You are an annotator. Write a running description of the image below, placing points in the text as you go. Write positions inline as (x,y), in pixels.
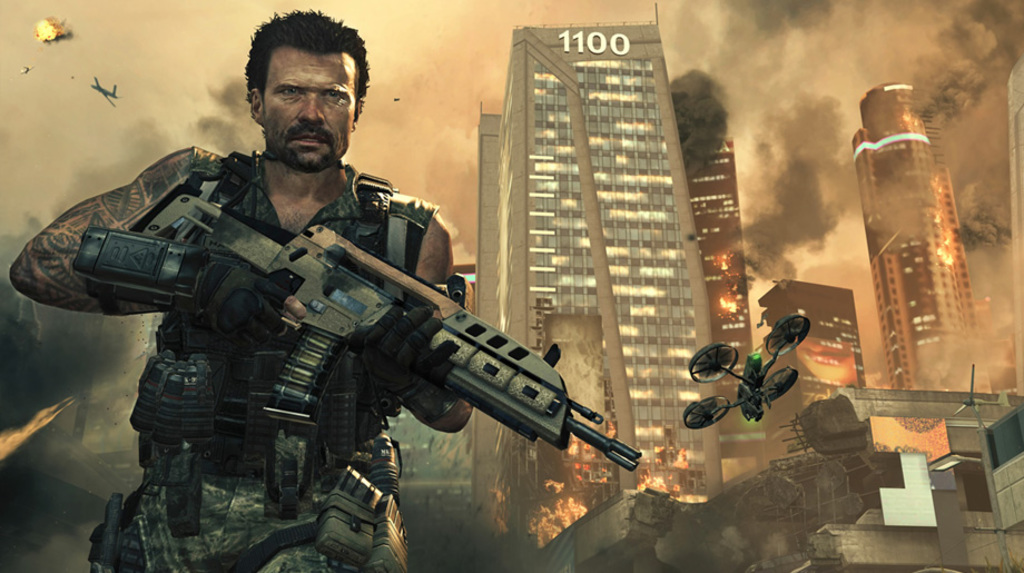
This is animated image where we can see a person (297,124) is holding gun (347,324). Behind buildings (728,297) are there and smoke (770,100) is present. Right side of the image (741,383) one circular thing (753,379) is present.
